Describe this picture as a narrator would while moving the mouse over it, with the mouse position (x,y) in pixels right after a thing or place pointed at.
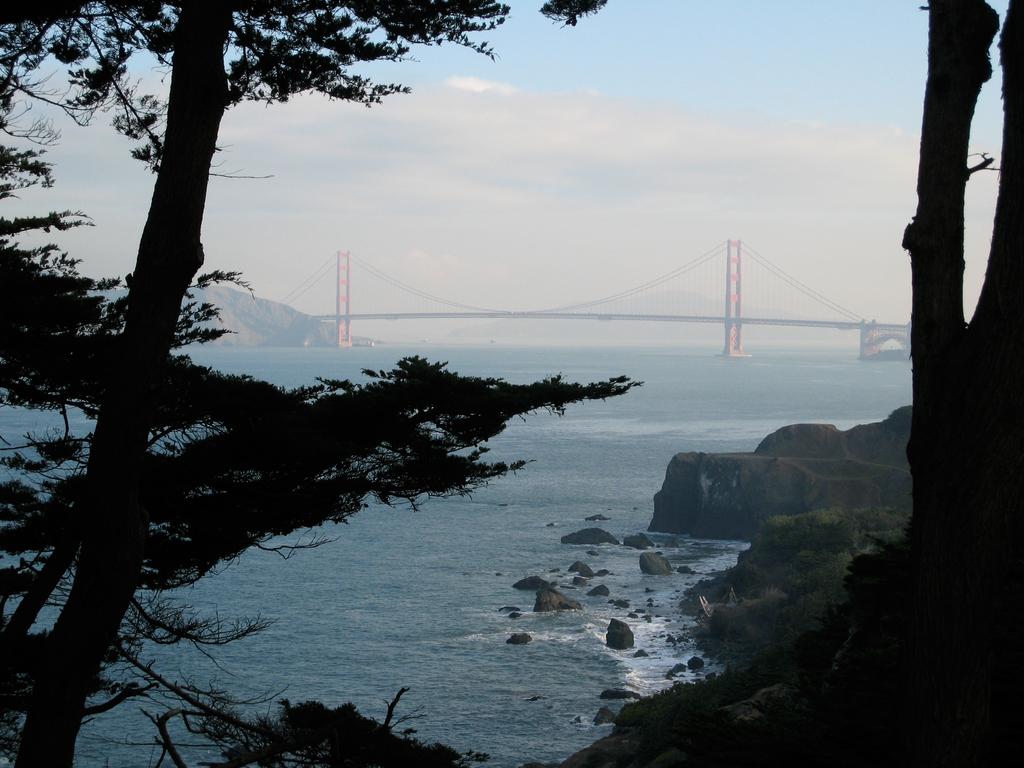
This is the tree (160,463) with branches (163,423) and leaves (167,487). I can see the water (523,557) flowing. These are the rocks (569,599). I think this is the small hill (842,482). This looks like a golden bridge (516,316). These are the clouds (656,261) in the sky (677,82).
